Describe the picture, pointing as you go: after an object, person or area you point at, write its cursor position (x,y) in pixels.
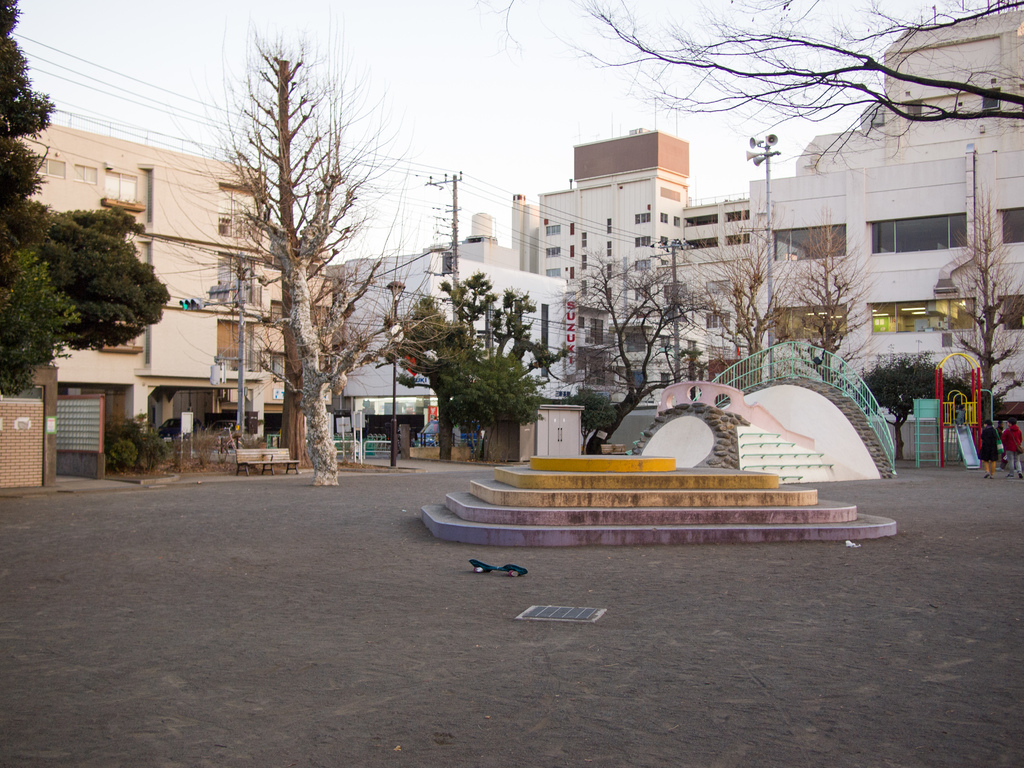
In this picture I can see many buildings (512,215), trees (65,338), electric poles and wires (159,234). On the right (767,163) there is a speaker (763,140) on the top of the pole (767,228). Beside that I can see some children (1001,426) playing instruments (954,423). In the center (592,490) I can see the stairs (584,518). At the top (451,27) there is a sky (458,31). On the left (222,290) I can see the bench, sign board (188,427), traffic signals (186,300) and plants (147,460).
